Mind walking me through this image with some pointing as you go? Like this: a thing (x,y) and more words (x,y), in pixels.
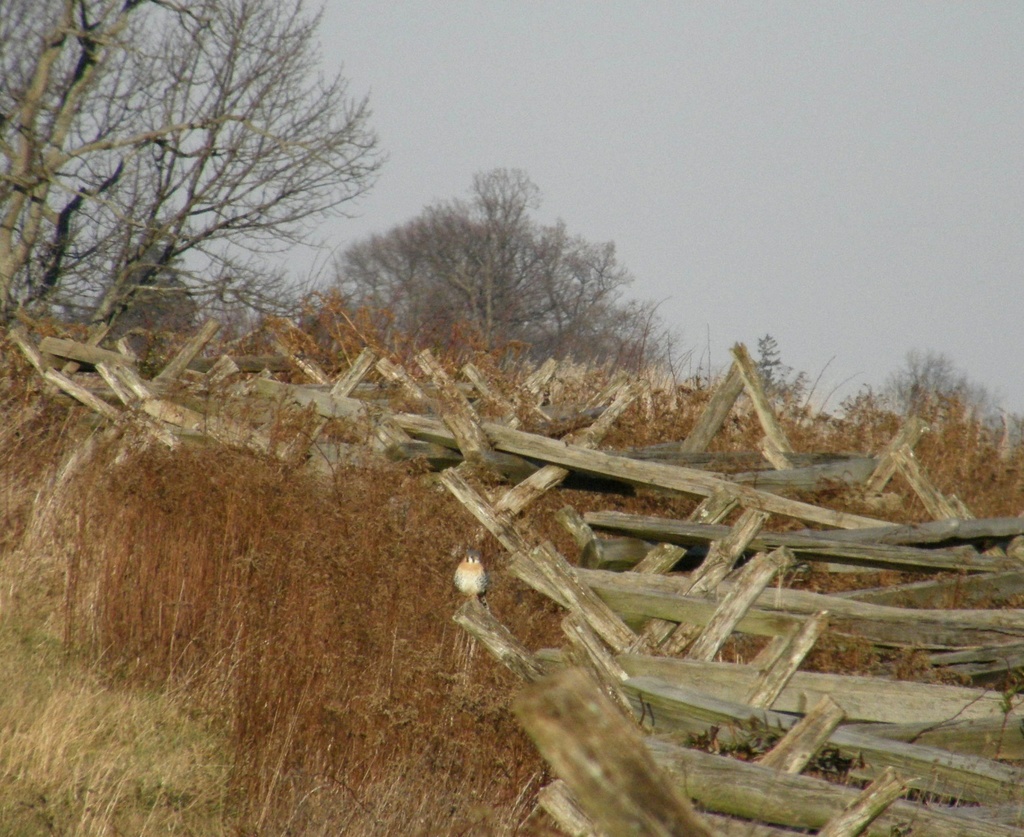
In this image we can see there are few wooden sticks (530,496) placed on the surface (340,653) of the grass (224,578). In the background (146,241) there are trees (146,241) and sky (724,93).
